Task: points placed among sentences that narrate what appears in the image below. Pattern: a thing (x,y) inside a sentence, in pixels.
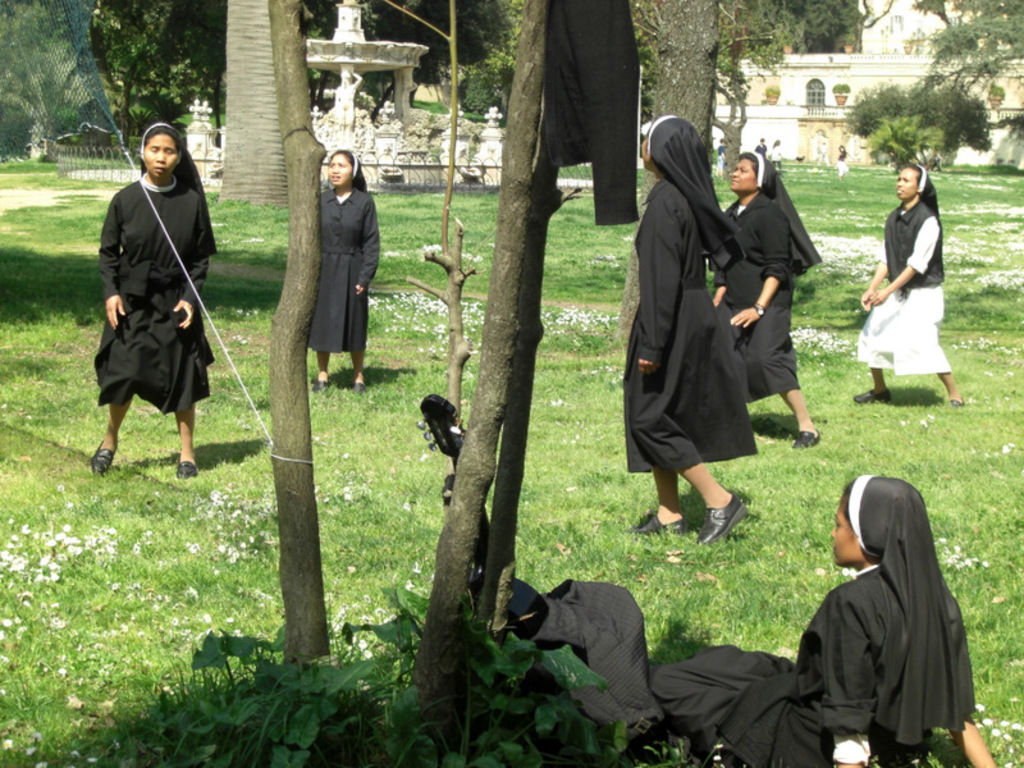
There are women (751,392) in the foreground area of the image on the grassland (395,466), there is a lady (847,524) sitting on the grassland (790,640) at the bottom side (875,633), there is a guitar (538,627) and black color cloth (591,625) in the center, in front of the trunks (506,591). There are trees (858,108), people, it seems like fountain (401,86) and building structure (812,136) in the background area (315,102), there is a net (58,51) in the top left side (62,38).
